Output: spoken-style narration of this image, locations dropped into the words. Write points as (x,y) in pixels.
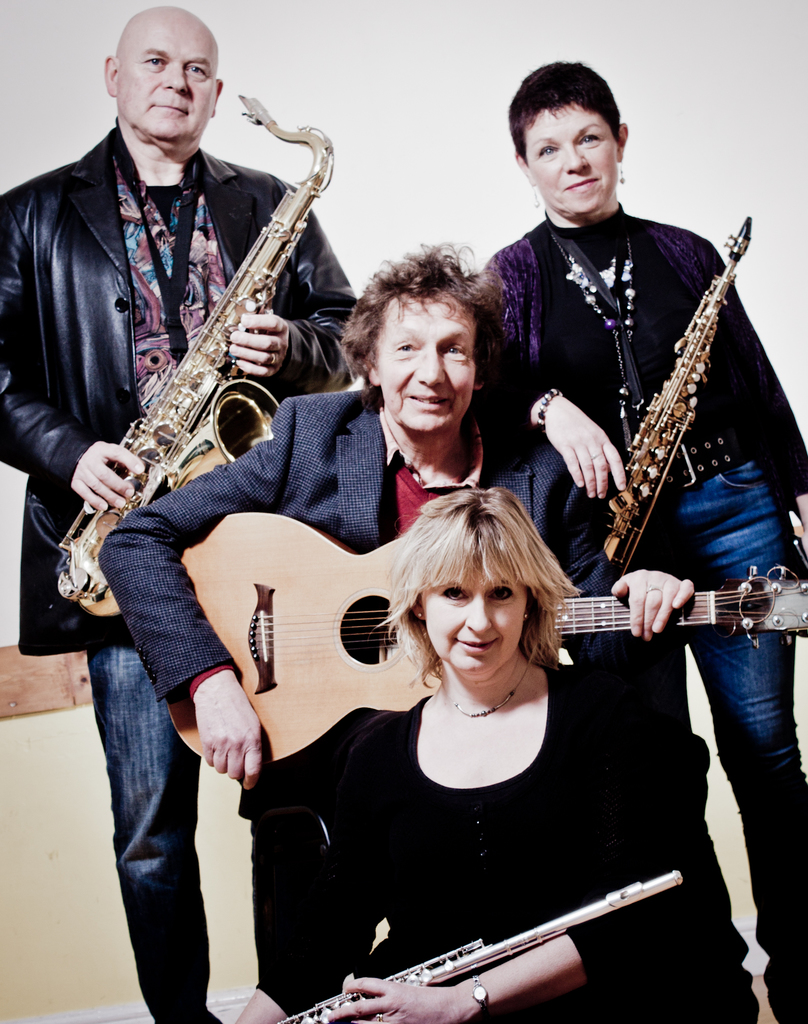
There are four persons (262,510) in the image. The man (189,319) at the left corner of the image (135,292) is wearing a leather jacket (112,320) and holding saxophone instrument (217,392). The woman (666,325) at the right corner (651,315) is holding some musical instrument (678,426). The person (446,421) in the middle (408,427) is sitting and holding a guitar (310,580), he wore suit (310,465) and red shirt (407,478). The women (419,523) at the bottom of the image (525,708) wore black dress (411,885) and is holding an musical instrument (445,961).
